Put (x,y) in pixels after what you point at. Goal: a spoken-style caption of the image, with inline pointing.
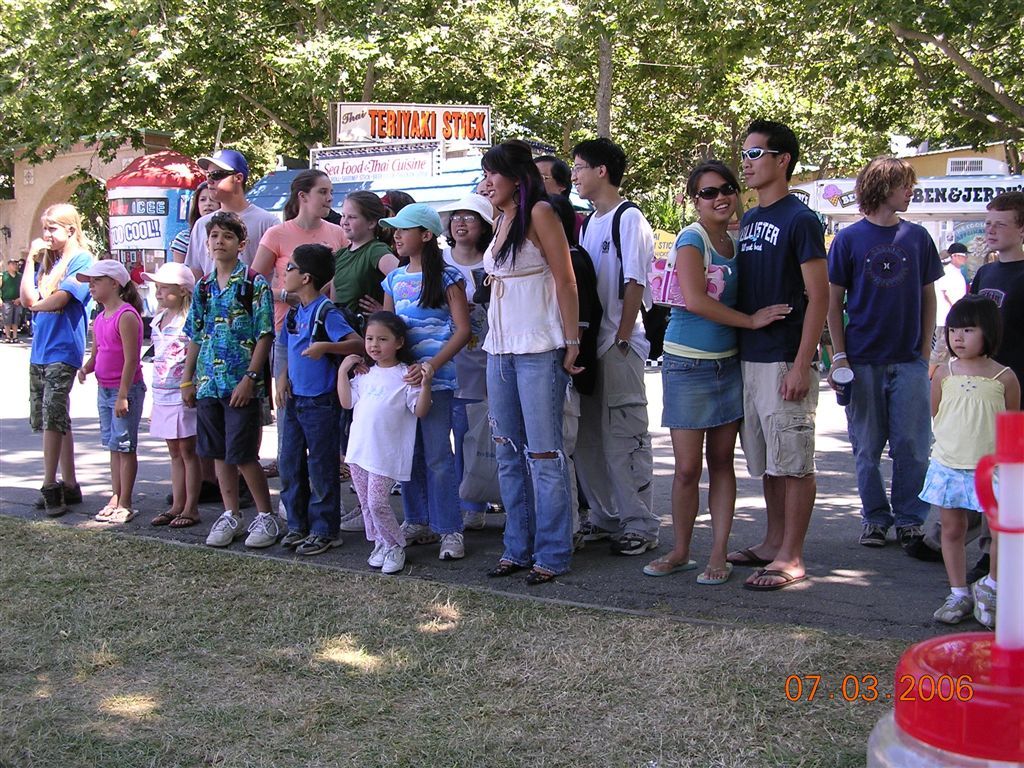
In this image group of people (602,430) are standing on the road (20,350). In front of them there's grass (325,676) on the surface (460,664). At the background (289,86) there are trees (554,57) and some food stalls (976,177).
